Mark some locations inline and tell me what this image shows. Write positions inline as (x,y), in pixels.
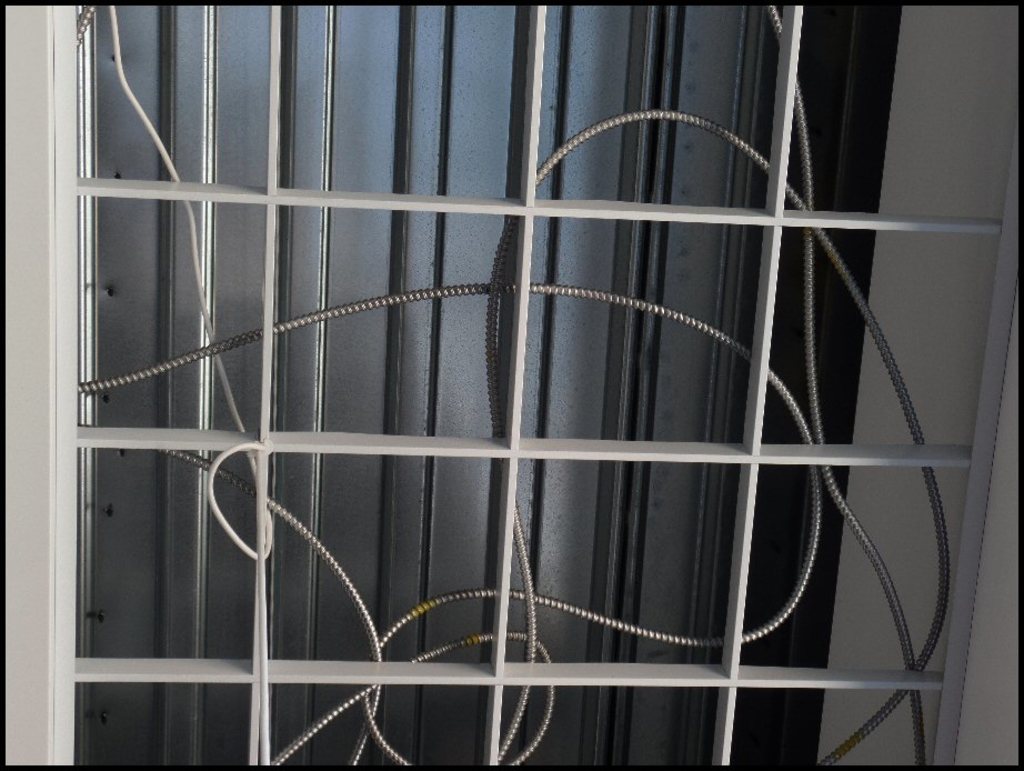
In this picture there is a wire (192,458) and there is a pipe (339,566) behind the window (74,518). At the back (454,271) there is a metal object (632,176).
